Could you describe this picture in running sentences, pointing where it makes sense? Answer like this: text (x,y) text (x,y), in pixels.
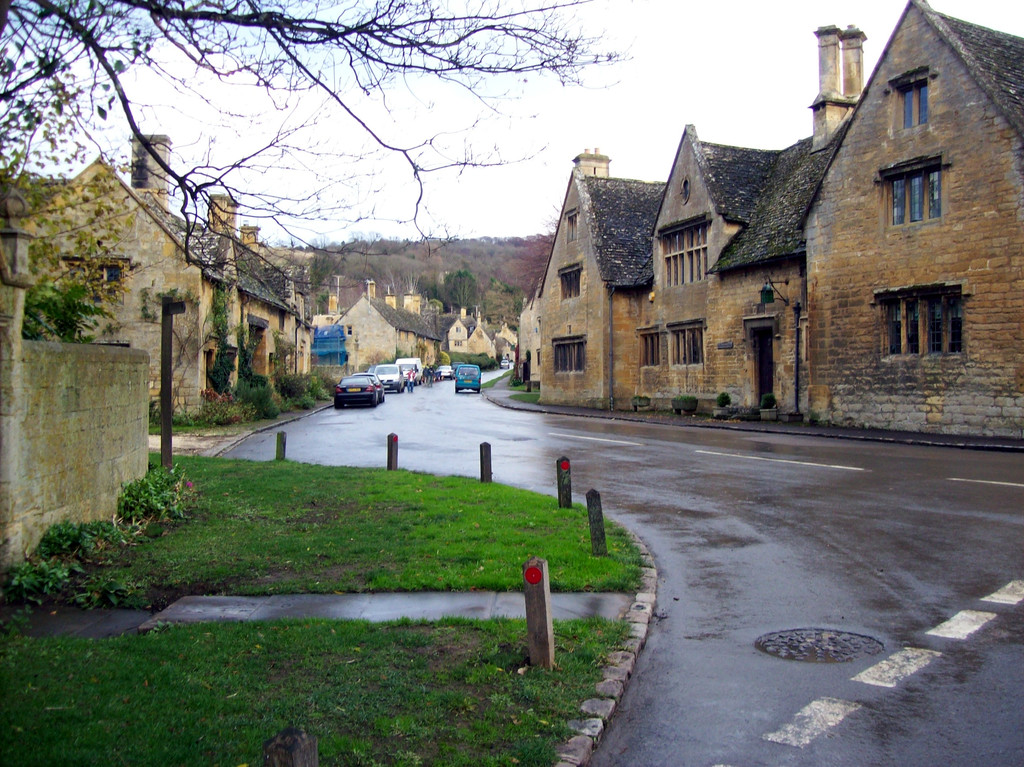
In the picture I can see buildings (419,324), vehicles (377,400) on the road (505,477), the grass (342,590), plants (121,589), poles (165,450) and some other objects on the ground (298,520). In the background (385,156) I can see the sky (450,145).
